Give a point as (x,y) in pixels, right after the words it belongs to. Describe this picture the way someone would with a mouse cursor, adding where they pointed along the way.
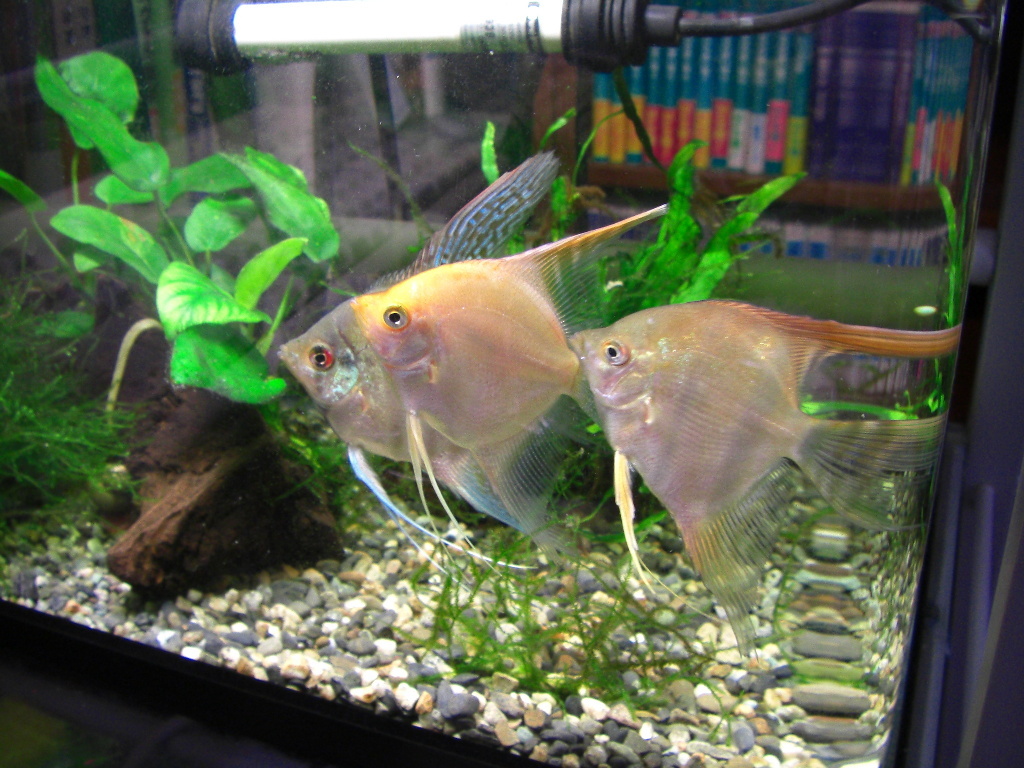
In this picture we observe three fishes (325,398) in the aquarium (222,261) which are swimming and in the background (134,243) we observe trees (202,383), stones (592,610) and lights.
